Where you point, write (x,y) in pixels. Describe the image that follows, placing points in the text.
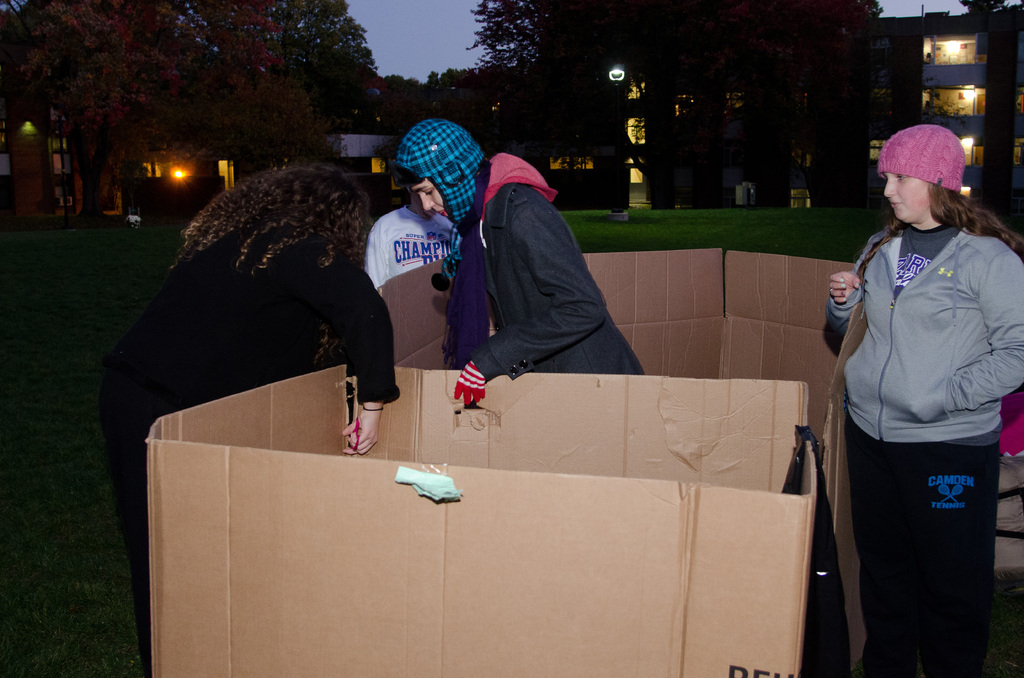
In this picture there are buildings (957,133) and trees (530,118) and there are lights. In the foreground (707,661) there is a woman (572,290) in the cardboard box (651,400) and there are cardboard boxes (705,350) and there are three people (927,496) standing. At the top (405,47) there is sky (432,69). At the bottom (93,493) there is grass (96,486).
